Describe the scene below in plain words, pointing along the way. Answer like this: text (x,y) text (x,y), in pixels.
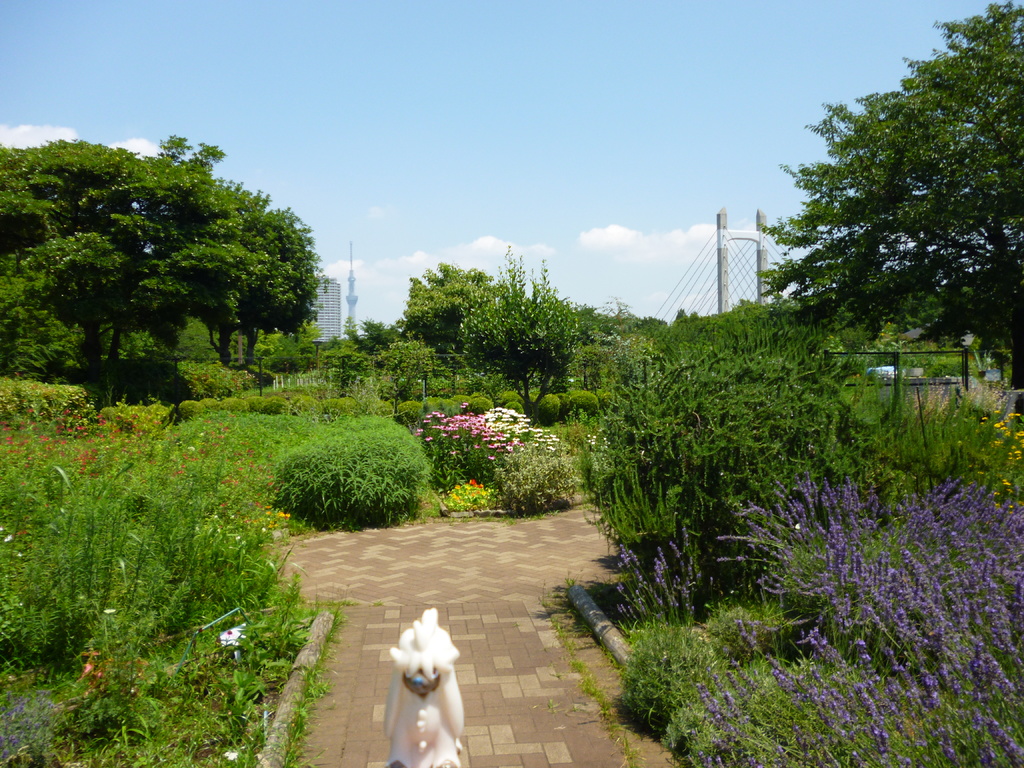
In this image we can see something which is white color. Here we can see the path (386,616), On the either side we can see plants (379,426), shrubs (528,454), fence (964,380), buildings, bridge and the sky (641,222) with clouds (695,234) in the background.
